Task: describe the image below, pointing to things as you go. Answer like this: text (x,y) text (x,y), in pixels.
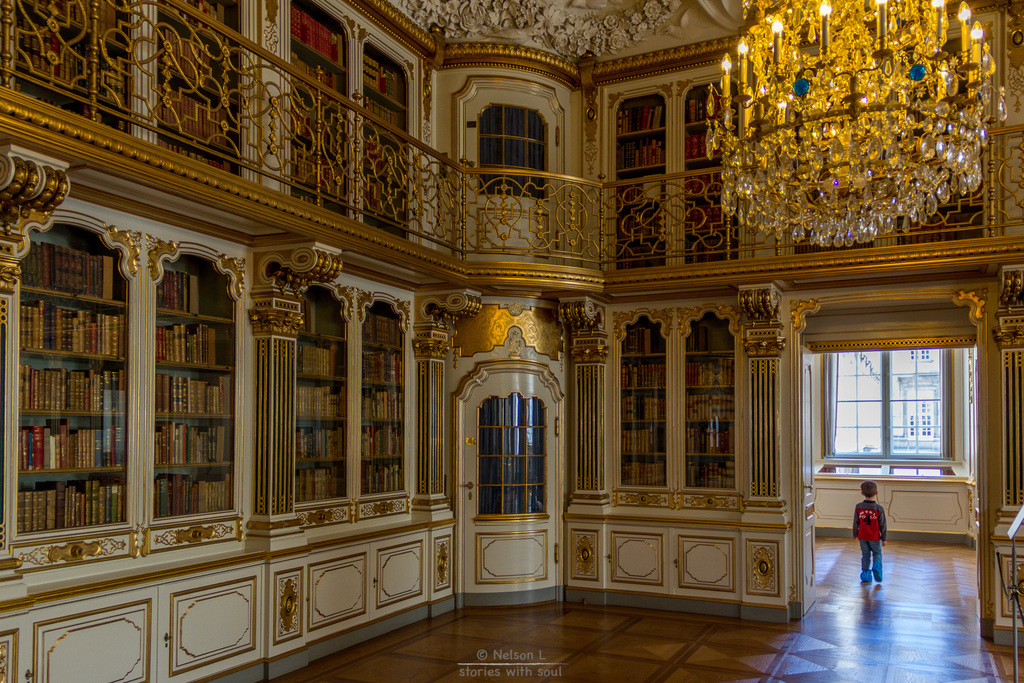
This picture describes about inside of the room (311,351), in this we can find few books (109,410) in the racks (140,400), and a kid (869,569) is walking on the floor (884,617), and also we can find lights (862,115).
